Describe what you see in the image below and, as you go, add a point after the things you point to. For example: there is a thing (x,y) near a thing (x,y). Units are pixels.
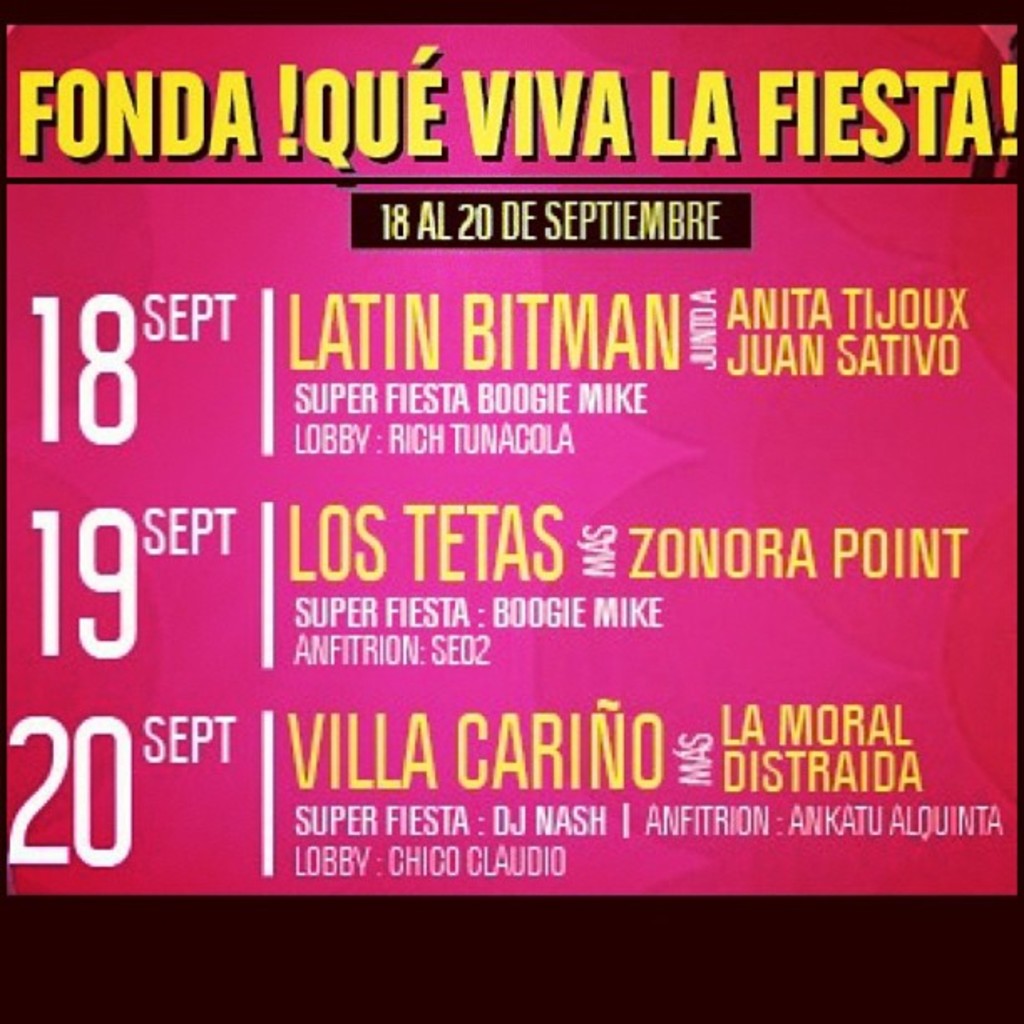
In this picture I can see the text (651,368), it looks like a banner (576,546).
